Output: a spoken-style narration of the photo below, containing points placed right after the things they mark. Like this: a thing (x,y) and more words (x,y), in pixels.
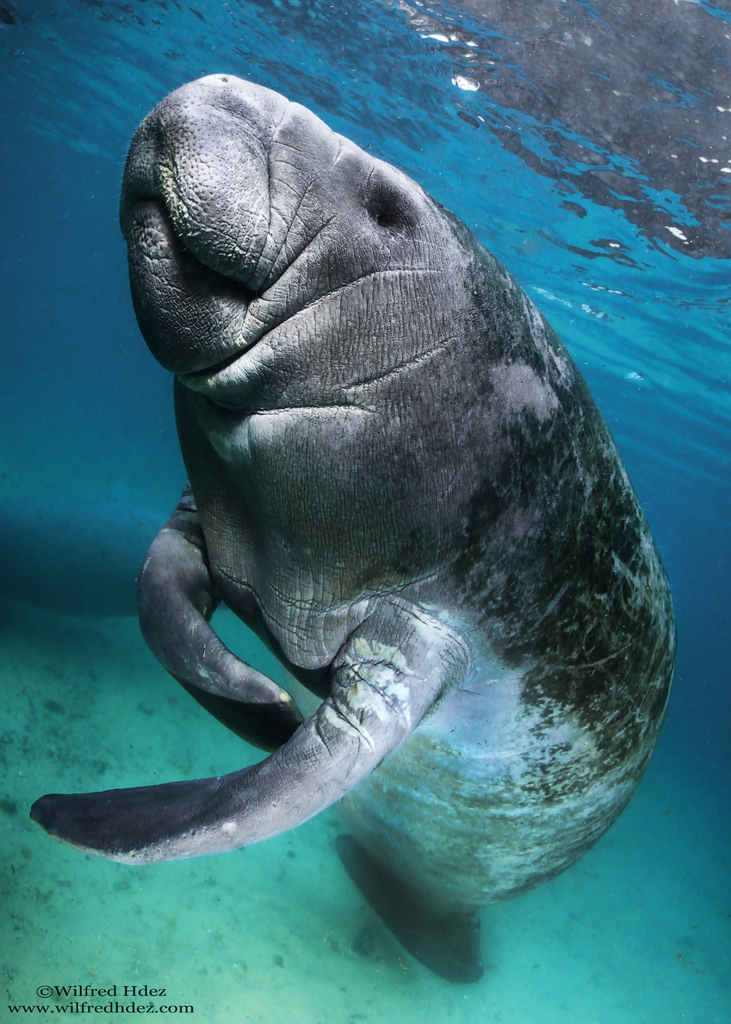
This picture is taken in the water (713,417). In this image, in the middle (257,563), we can see a water mammals (505,388). In the background (688,328), we can see a water (688,328).
